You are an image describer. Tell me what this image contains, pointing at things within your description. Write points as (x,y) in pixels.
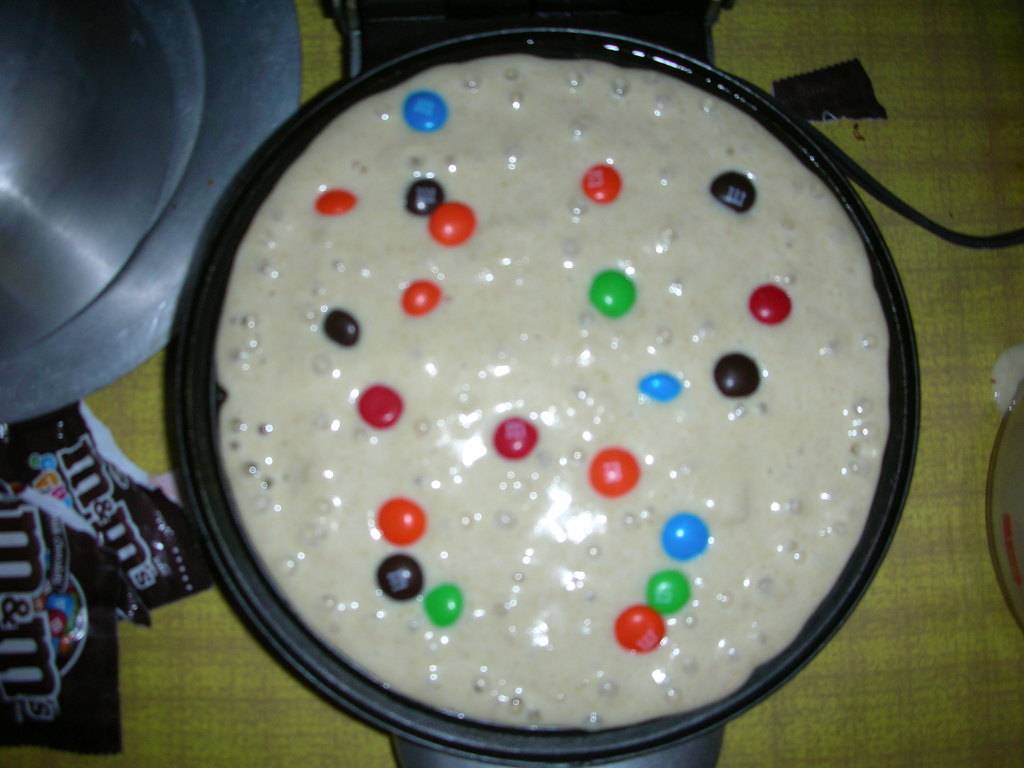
In this image I can see in the middle (486,257) it looks like the food (652,322) in a pan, on the left side (46,456) there are plastic covers (175,575).
